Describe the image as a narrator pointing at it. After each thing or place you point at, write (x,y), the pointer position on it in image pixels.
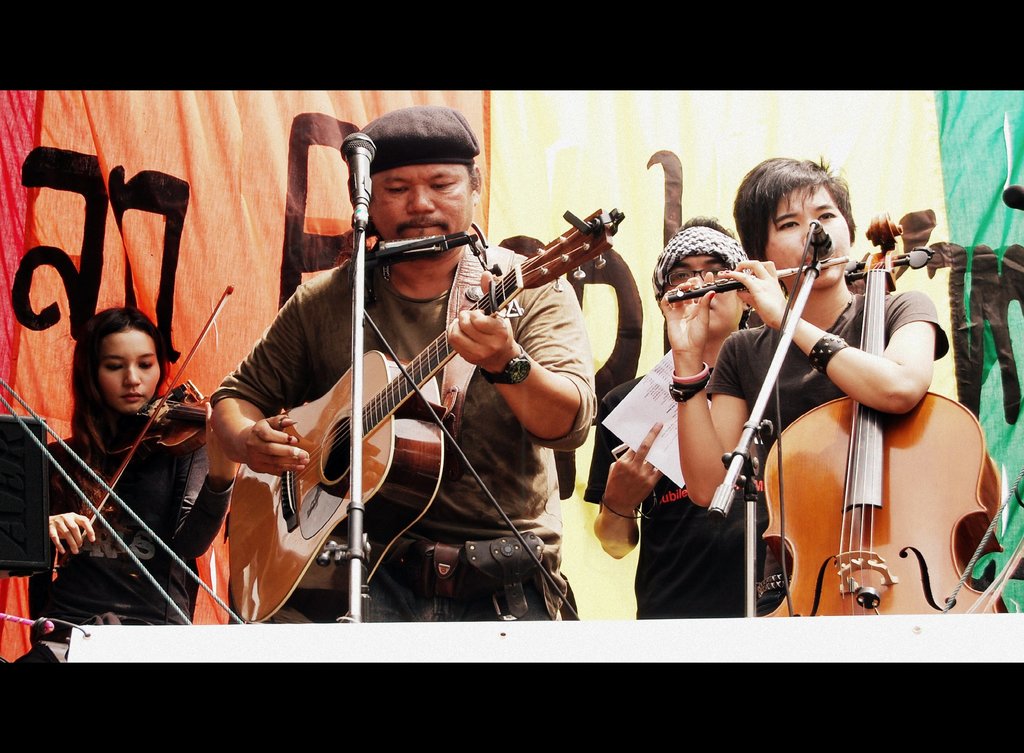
There are few musicians (539,397) in the image and everyone is standing. The woman (104,424) to the left (140,407) is playing violin (162,435) and the man (279,347) in the center (439,282) wore a cap (402,158) and is playing guitar (414,427). The woman (707,425) at the right (716,424) is holding a cello (824,432) and playing a flute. The man (731,303) behind her is holding paper (665,408) in his hand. There are microphones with stands (756,434) in front of them. In the background (542,201) there is a banner (551,160).
